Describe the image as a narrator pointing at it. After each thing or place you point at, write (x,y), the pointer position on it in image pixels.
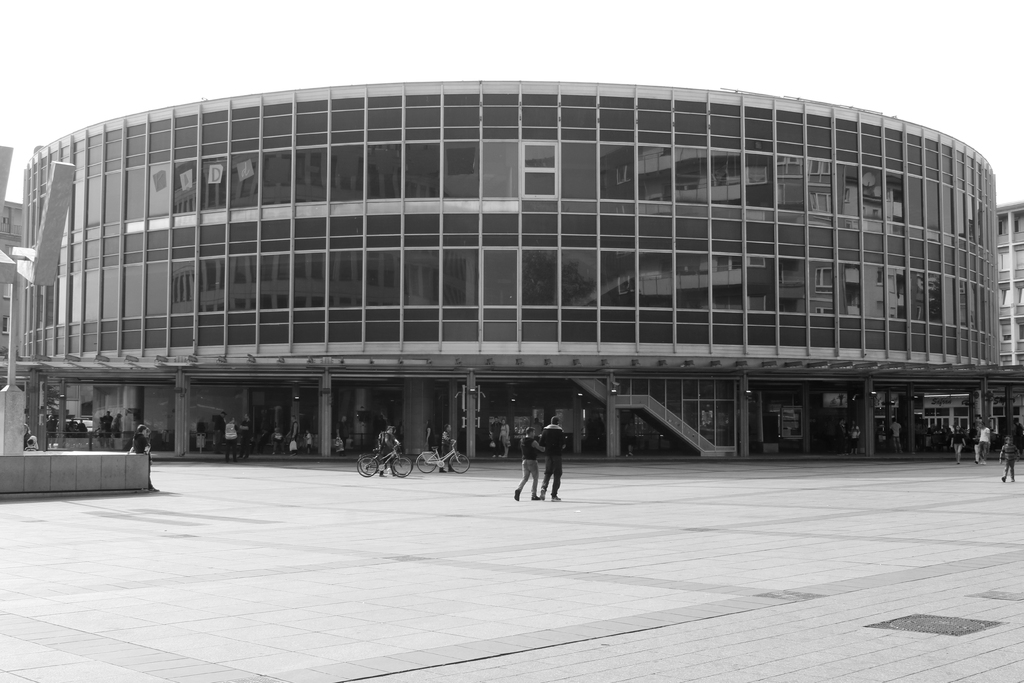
This image is taken outdoors. This image is a black and white image. At the bottom of the image (534,633) there is a floor (360,554). In the middle of the image (386,453) a few (535,449) are walking on the road (509,465) and two men (445,449) are holding bicycles (407,458) in their hands (395,444). There is a building (902,285) with walls (508,224), windows (516,275), pillars (320,451), doors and roofs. A few people (142,429) are standing on the sidewalk (766,454). On the left side of the image (14,435) there is an architecture (4,422).
